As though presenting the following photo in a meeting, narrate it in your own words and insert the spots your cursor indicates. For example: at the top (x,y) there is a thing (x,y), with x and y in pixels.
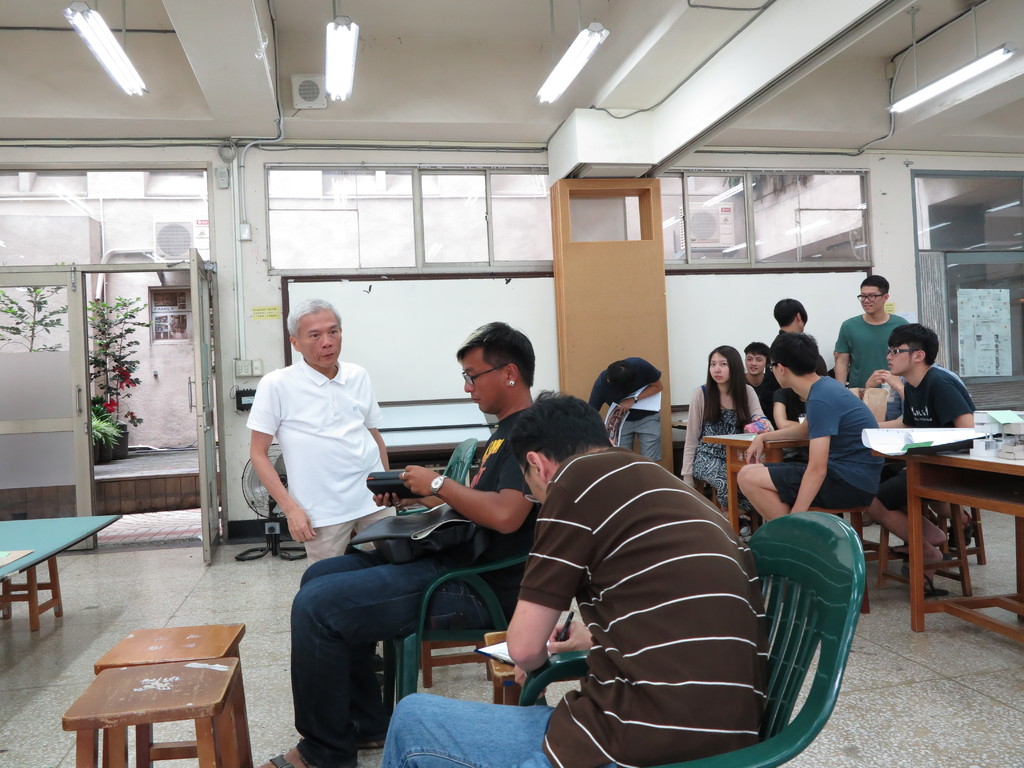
As we can see in the image there is a plant (106,415), wall (246,295), few people (473,371) sitting on chairs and a table (920,476).
